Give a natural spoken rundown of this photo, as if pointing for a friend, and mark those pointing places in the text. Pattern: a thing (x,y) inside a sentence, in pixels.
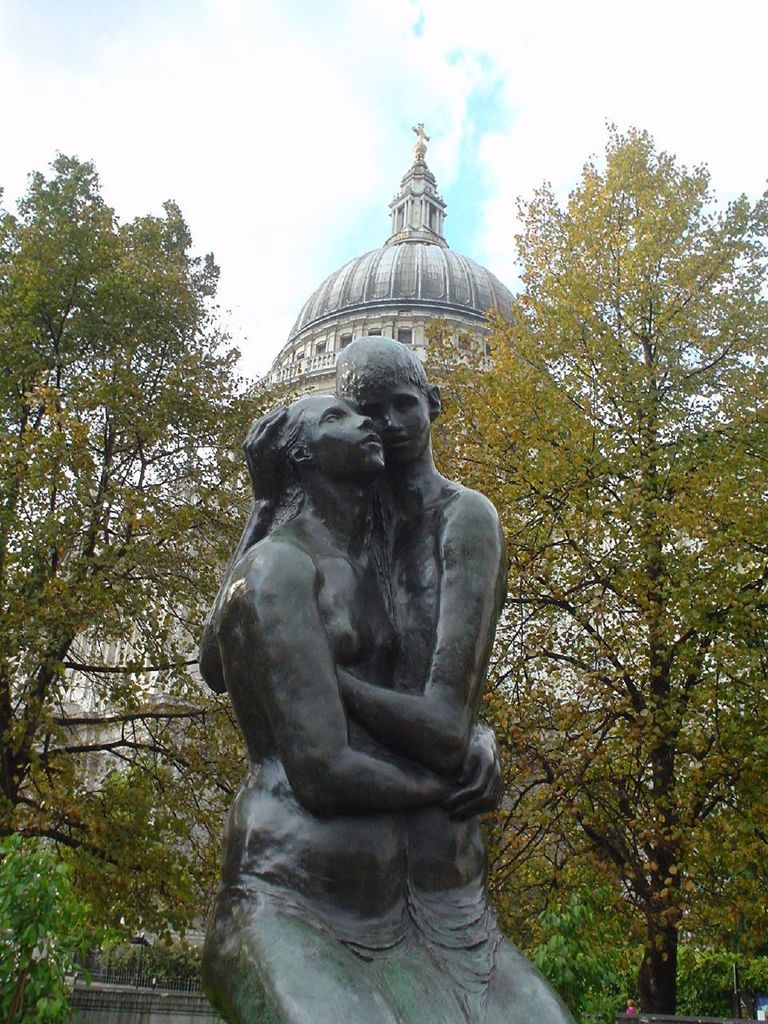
In the image there is a sculpture (410,806) and behind the sculpture (346,435) there are two trees (540,514) and in the background (307,312) there is a church (365,262).
